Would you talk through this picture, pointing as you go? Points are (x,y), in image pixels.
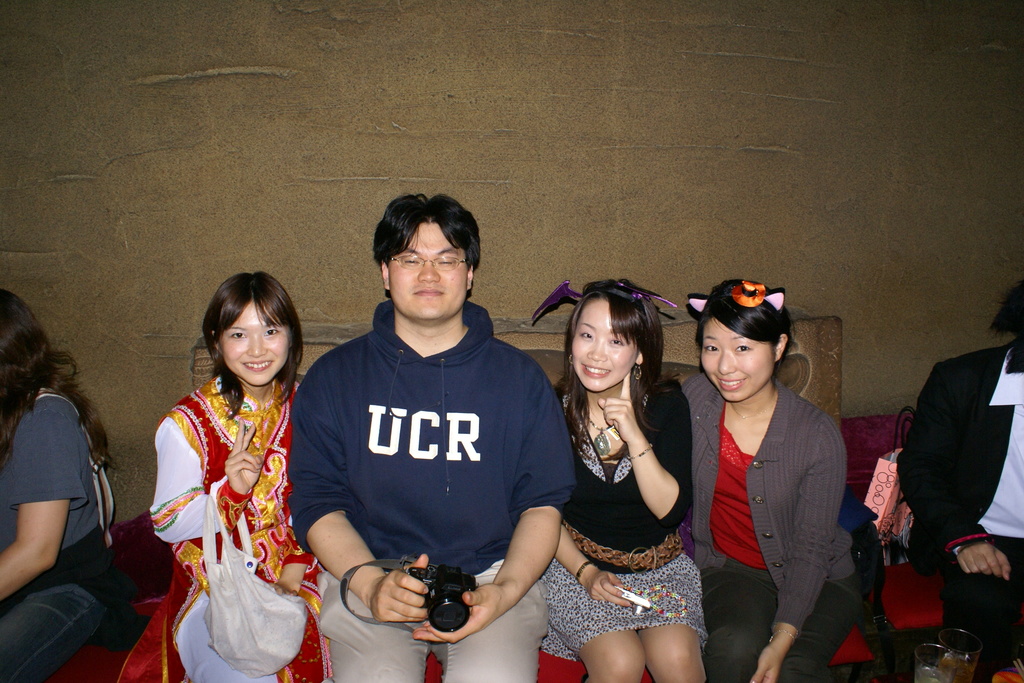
in this image there are group of persons (346,529) sitting and smiling. In the center (442,427) there is a man (455,499) sitting and holding a camera (451,599) in his hand (467,604) and smiling and there is an object (884,499) which is pink in colour.
